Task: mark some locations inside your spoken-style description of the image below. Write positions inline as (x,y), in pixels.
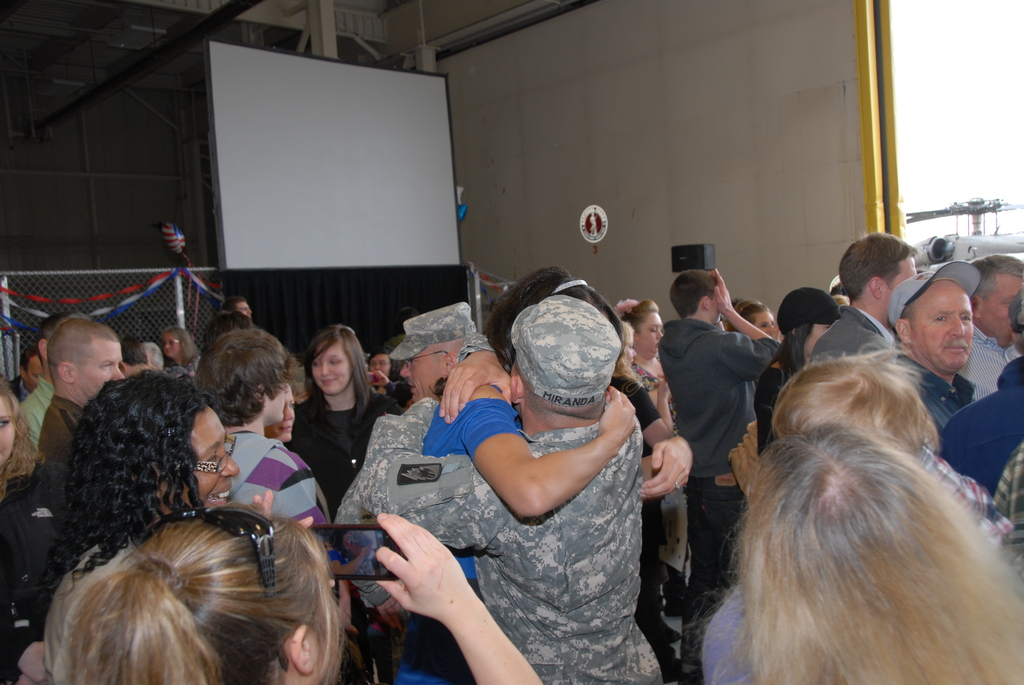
In this image there are some persons (270,415) standing at bottom of this image (393,498). There is a white color board (332,181) at top of this image (355,175) and there is a wall (486,89) in the background (547,210). There is a fencing gate (161,294) at left side of this image (150,320). There is one helicopter (974,220) at right side of this image (971,229).
